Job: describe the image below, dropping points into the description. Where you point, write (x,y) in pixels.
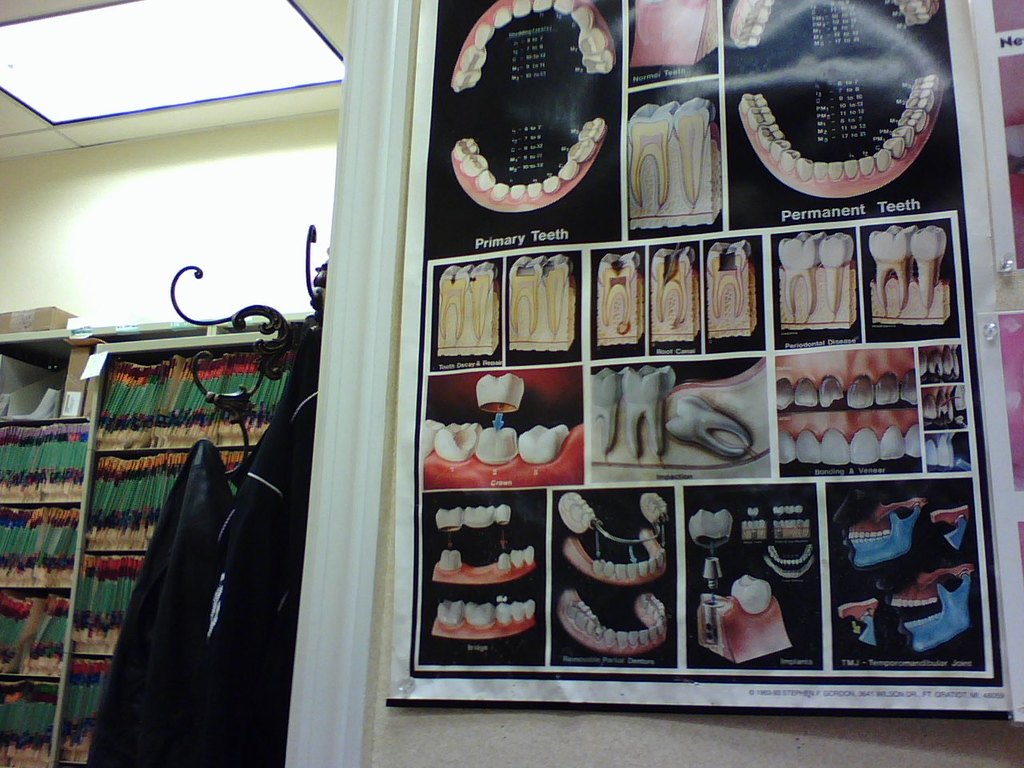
On the right side (739,318), there are banners (647,705) attached to the wall (666,735). On the left side (136,429), there are files (182,417) arranged on the shelves (56,738) and there is an object (313,350). In the background (280,23), there is a light (154,28) attached to the roof (35,127). And there is wall (148,232).
